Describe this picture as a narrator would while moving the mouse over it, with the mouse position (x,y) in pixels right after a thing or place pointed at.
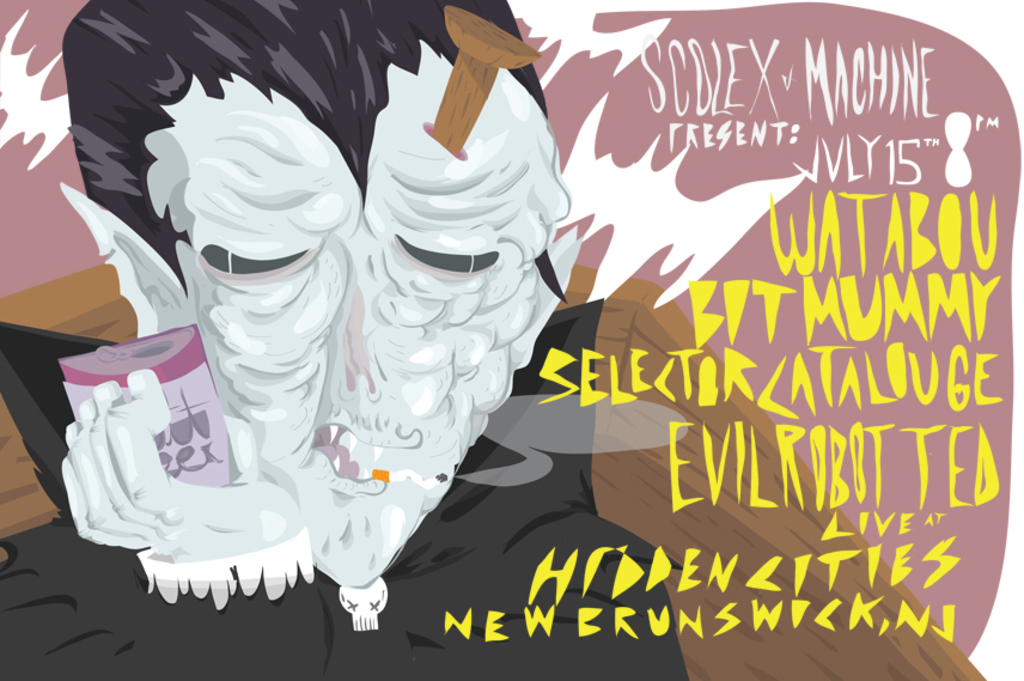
On the left of this picture (308,174) we can see an image of a cartoon (338,416) holding some object (177,438). On the right (758,85) we can see the text (858,58) and some other objects (745,417) and we can see the numbers (953,119) on the image.
